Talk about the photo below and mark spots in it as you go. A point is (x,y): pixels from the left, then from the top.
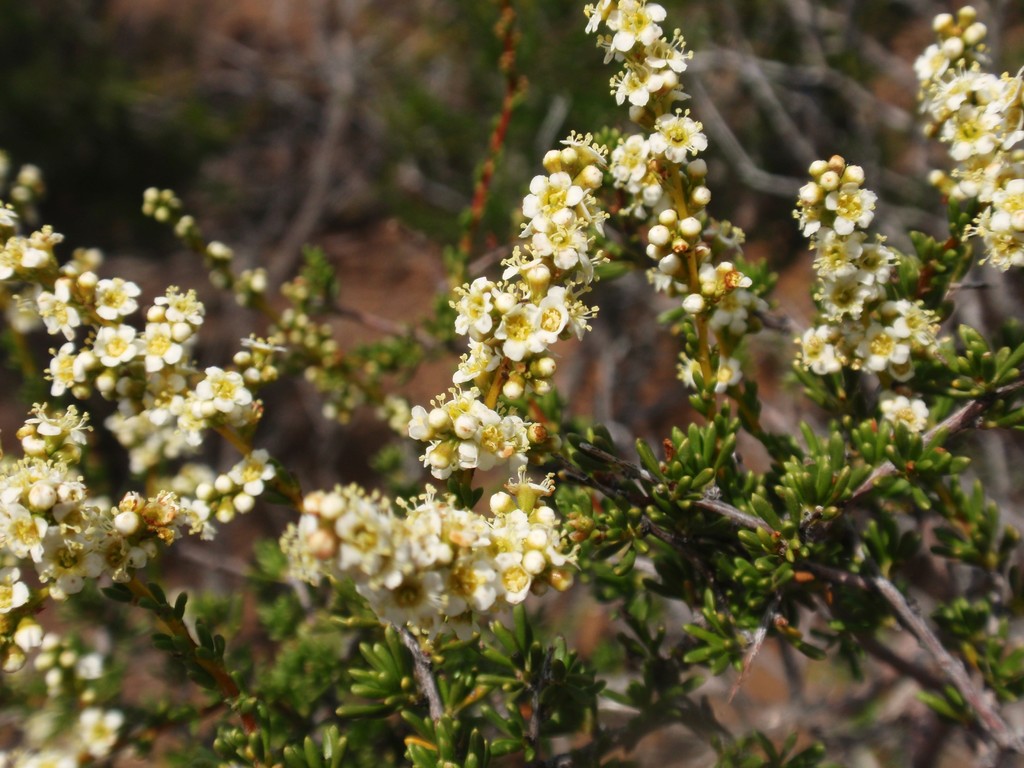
In this image we can see plants (709,501) with flowers (540,389) on it.
